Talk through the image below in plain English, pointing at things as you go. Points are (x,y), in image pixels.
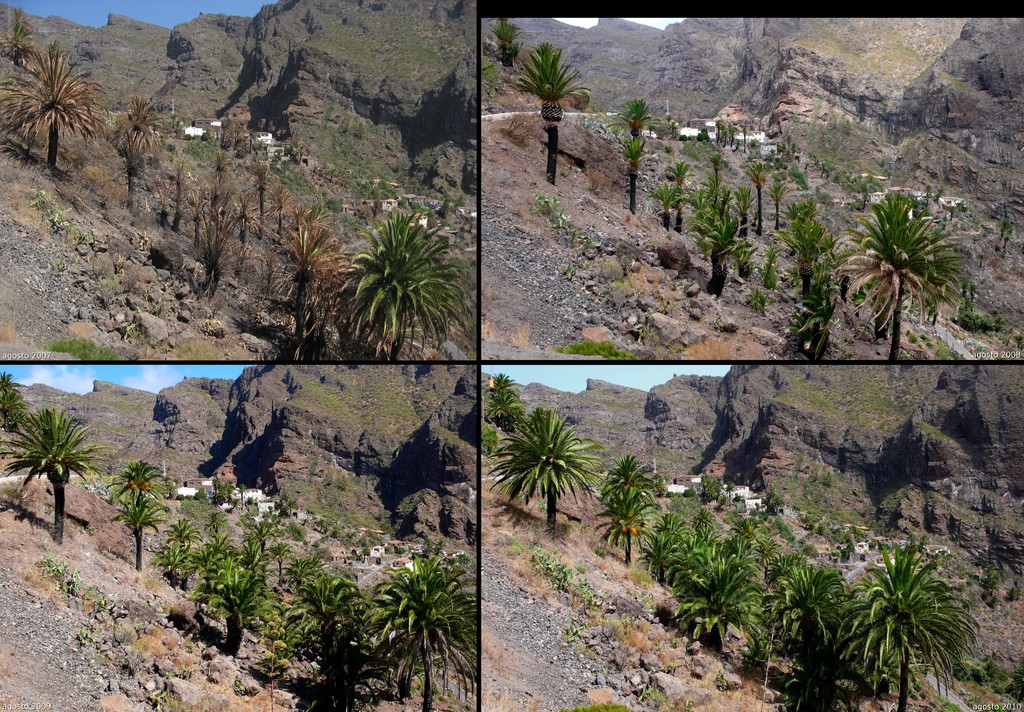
This image is a collage. In this images we can see hills (534,187), trees (780,651), rocks (612,622), buildings (266,509) and sky (151,366).
